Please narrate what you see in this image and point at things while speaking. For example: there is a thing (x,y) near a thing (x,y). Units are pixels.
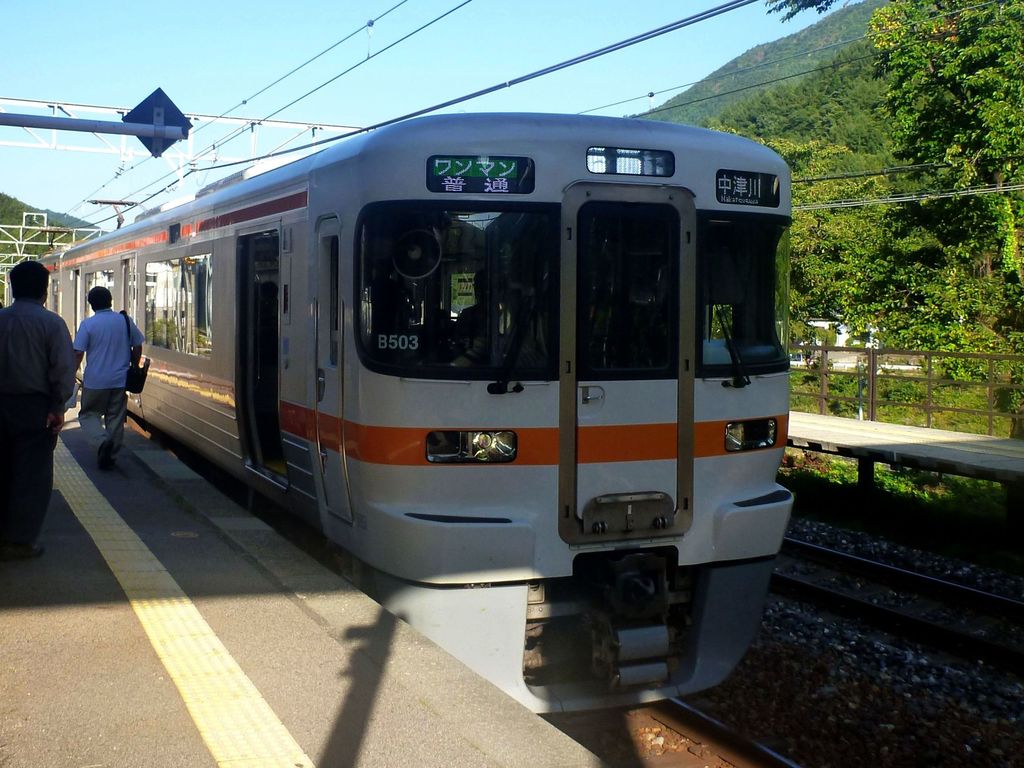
In this image I can see a train (664,618). There are railway tracks (845,572), two persons (115,380) on the platform (211,674), trees (794,176), pebbles (858,681), hills (826,134), cables (276,149), iron strings (189,153) and in the background (174,83) there is sky (206,74).
